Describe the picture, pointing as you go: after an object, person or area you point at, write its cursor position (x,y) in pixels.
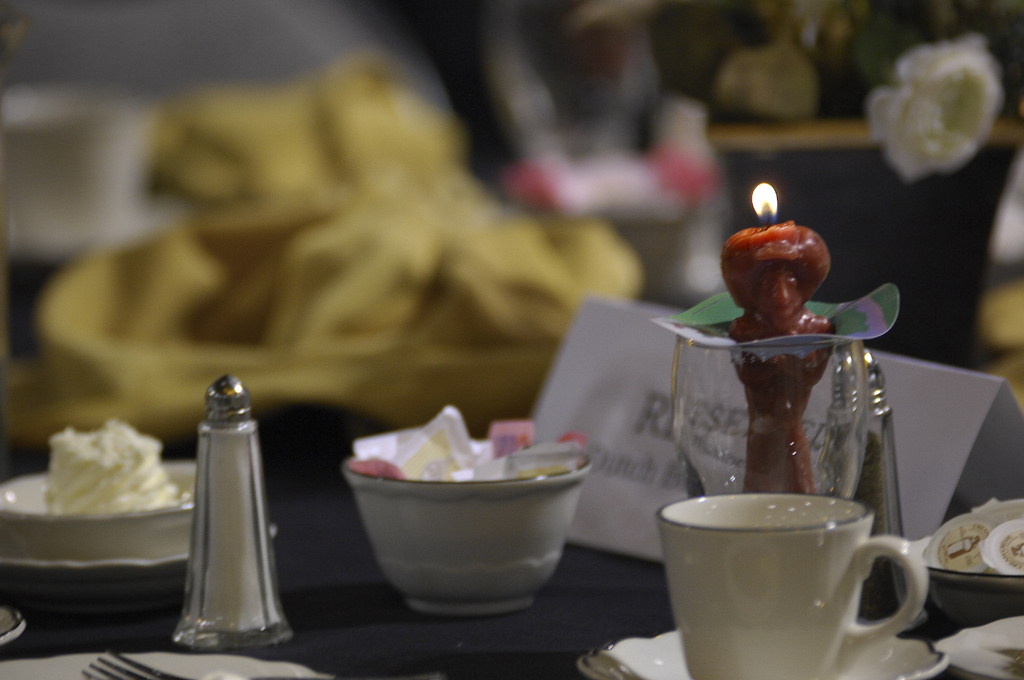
In this picture there is a table (65,641) which has a sprinkler (265,564), a bowl (428,536) of sugar packets (448,471), there is a cup (848,623) and saucer (901,656), a candle (758,487), a plate (158,557) with food (136,502) and also there is a napkin (369,146).
